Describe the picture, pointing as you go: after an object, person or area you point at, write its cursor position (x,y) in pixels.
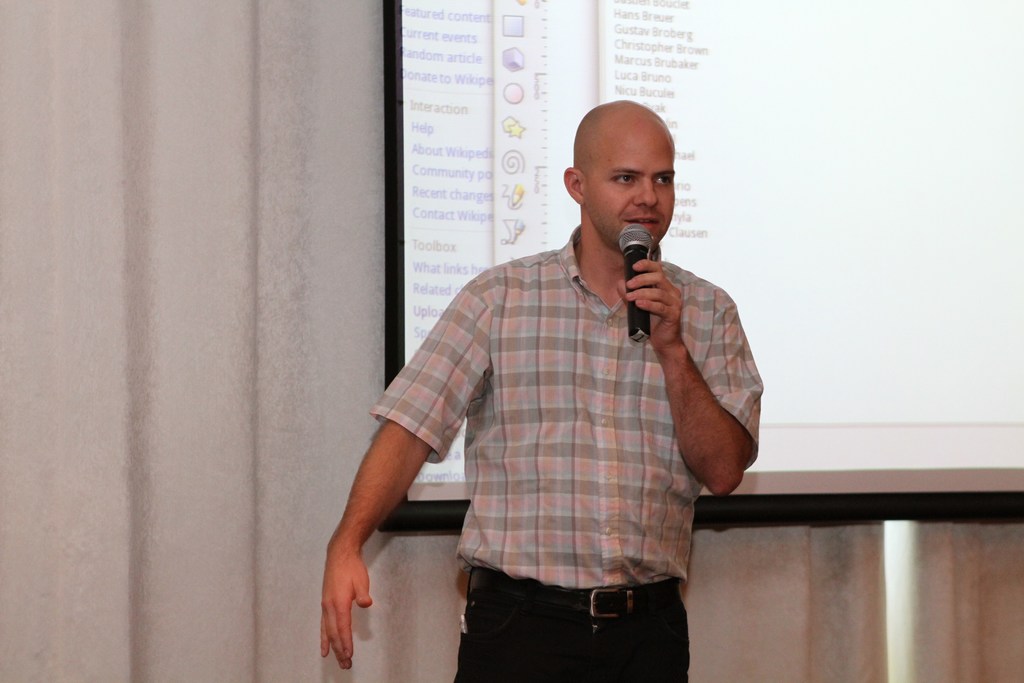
In this image we can see a person (528,400) is standing, he is talking through a mic (630,246), behind him there is a projector screen (508,103).
